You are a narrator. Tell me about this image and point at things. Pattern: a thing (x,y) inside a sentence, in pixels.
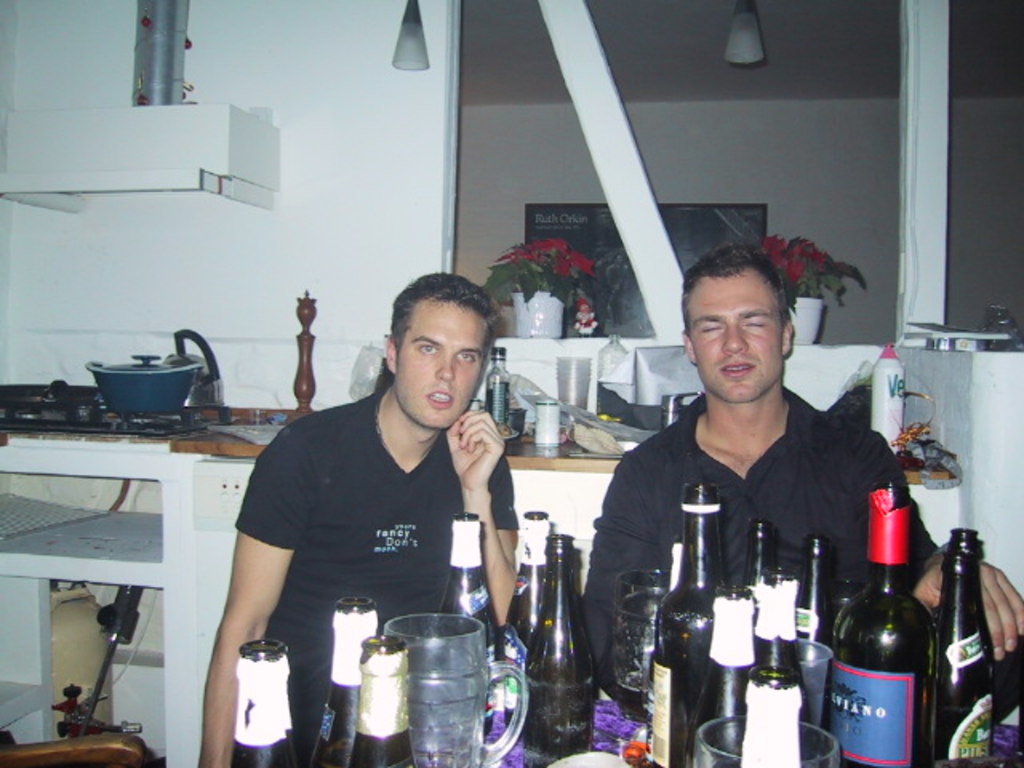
There are 2 men (763,403) behind wine bottles (933,613). On the left (147,388) there is a gas stove (189,428), dish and chimney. we can see flower vase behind them.
